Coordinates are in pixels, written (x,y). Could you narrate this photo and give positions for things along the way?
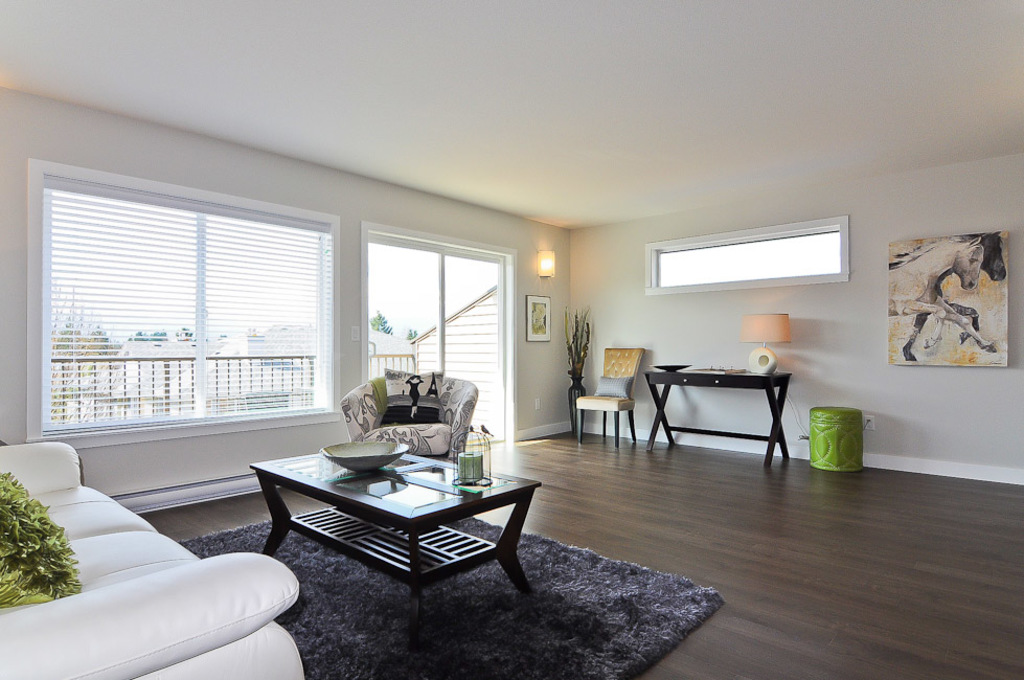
This picture is of inside the room (874,551). In the foreground (105,516) we can see a couch (194,640), a center table (453,508) and a carpet (599,621). In the background (389,264) we can see the sky (402,276), a tree (386,325), a wall lamp (550,251) and a picture frame (943,264) hanging on the wall (936,193). There is a table (727,380), on the top of which a lamp (758,320) is placed and we can see a chair (596,396) and a house plant (574,354).
